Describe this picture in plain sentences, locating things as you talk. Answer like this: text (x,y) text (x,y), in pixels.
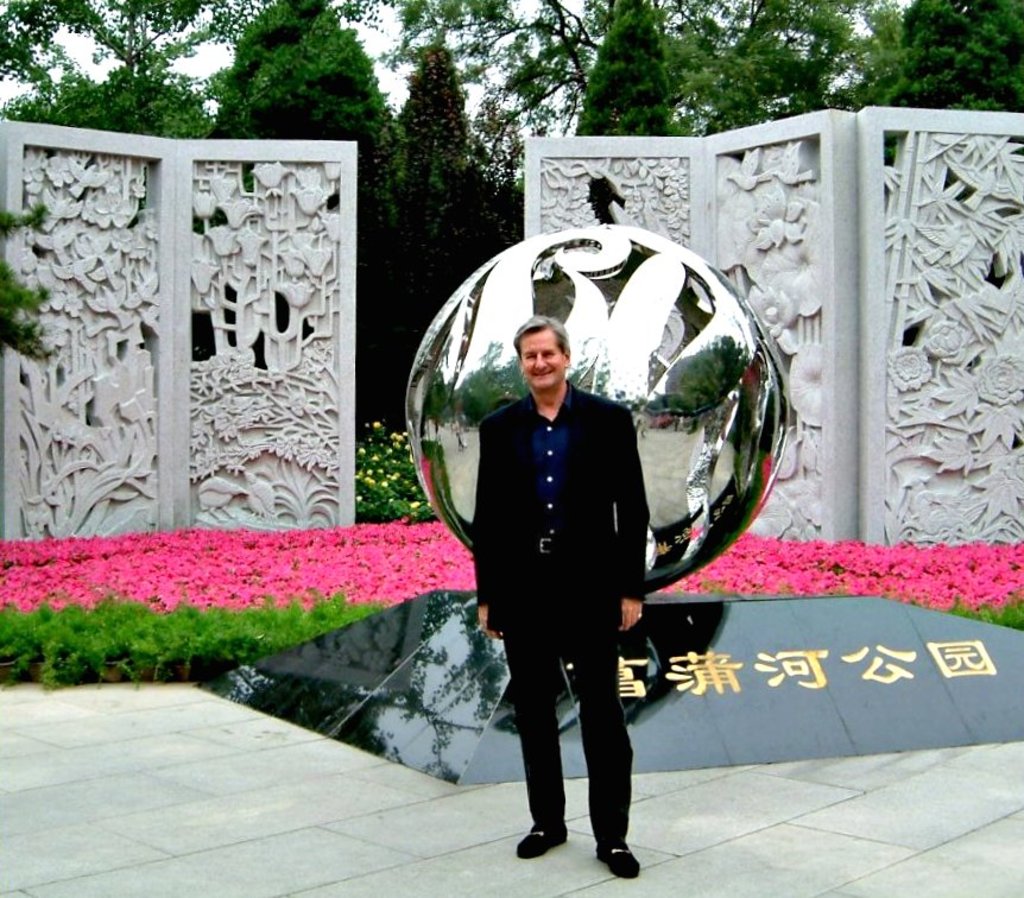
In the middle of the image (557,501) a man (553,457) is standing and smiling. Behind him there is a statue (508,388). Behind the statue (471,374) there are some plants (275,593) and flowers (3,574) and there is a fencing (60,156). Behind the fencing (60,156) there are some trees (158,131).
